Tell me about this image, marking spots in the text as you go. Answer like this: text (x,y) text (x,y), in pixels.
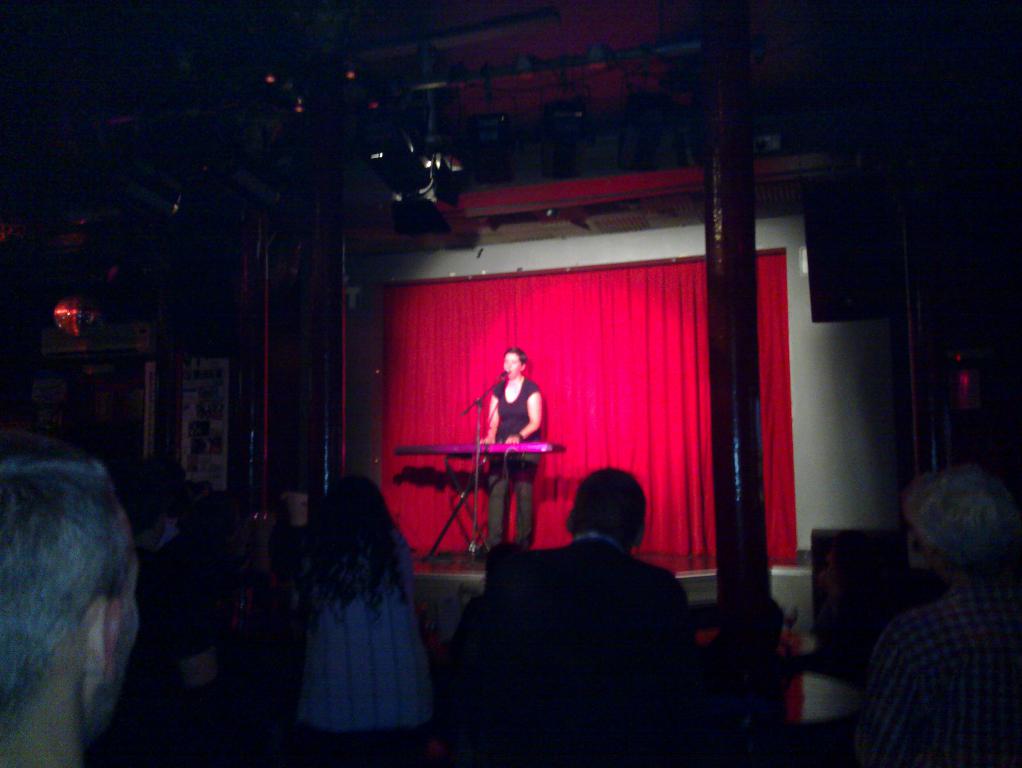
In this picture I can see few persons (494,618) at the bottom (526,591), in the middle (536,417) there is a woman (529,470), she is singing in the microphone (477,440).
